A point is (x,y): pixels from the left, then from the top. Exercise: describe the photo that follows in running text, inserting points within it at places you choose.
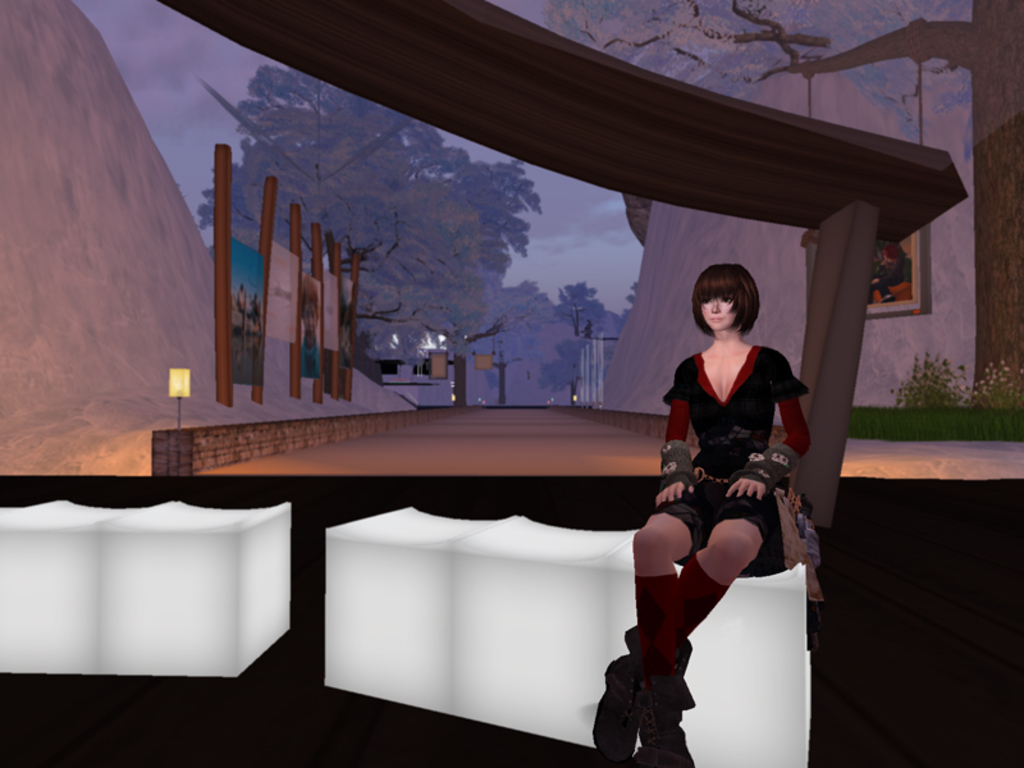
This is an animated picture. In the foreground of the picture (405,604) there are benches (487,597), women (725,391), a wooden arch (813,132) and other objects (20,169). In the center of the picture (434,361) there are trees (274,144), boards (253,304), poles (224,213), light (181,386), buildings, plants (935,412), gate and other objects (54,339). In the background (575,181) it is sky (161,23).
